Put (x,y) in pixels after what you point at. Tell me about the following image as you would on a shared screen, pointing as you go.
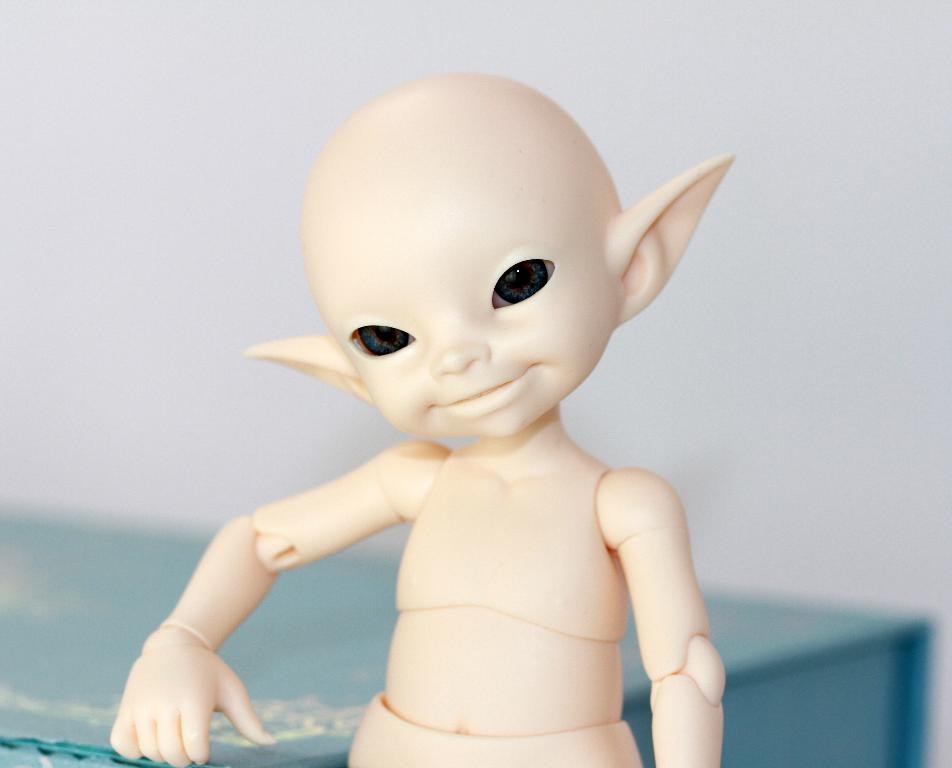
In this picture I can observe a toy (412,474). This toy (412,474) is in cream color. Beside the toy (474,613) I can observe blue color desk (356,651). In the background (267,244) there is a wall (674,134).
